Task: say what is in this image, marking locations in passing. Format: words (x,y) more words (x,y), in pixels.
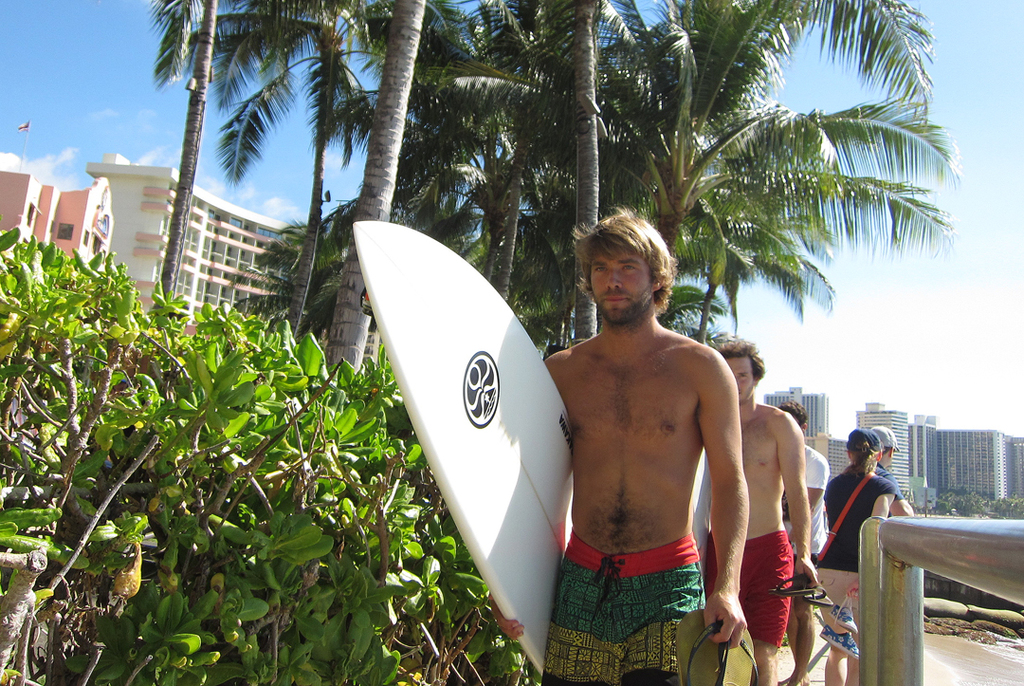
In the foreground (844,540) I can see five persons (809,506) and one person (674,530) is holding a surfboard (571,478) in hand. In the background (296,324) I can see trees (343,328), plants (223,413), buildings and the sky (945,337). This image is taken during a sunny day.
